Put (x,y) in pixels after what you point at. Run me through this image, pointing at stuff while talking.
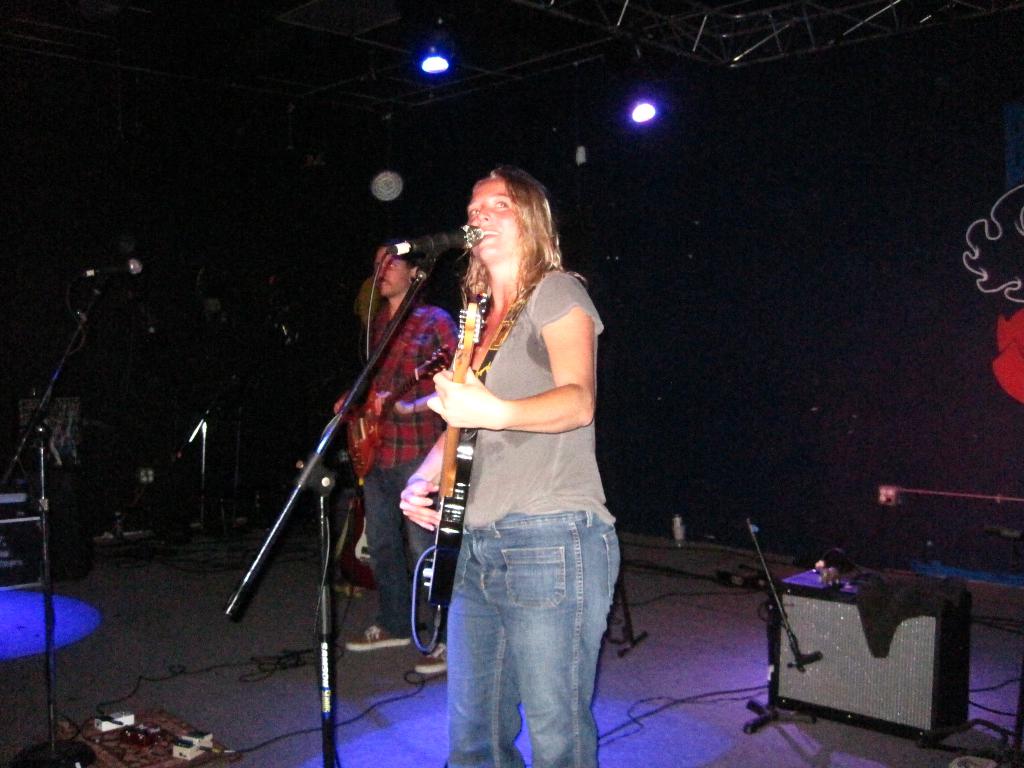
This is a live performance of a band (581,623). In the center of the picture (524,340) woman (480,606) standing and playing guitar (459,475). In front of her there is a microphone (459,234). On the left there is a microphone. In the foreground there is a box (826,623), plug box (186,744) and cables (432,638). In the background (653,211) there is black curtain (584,175). On the top (638,120) there are iron frames (695,45) and focus lights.
